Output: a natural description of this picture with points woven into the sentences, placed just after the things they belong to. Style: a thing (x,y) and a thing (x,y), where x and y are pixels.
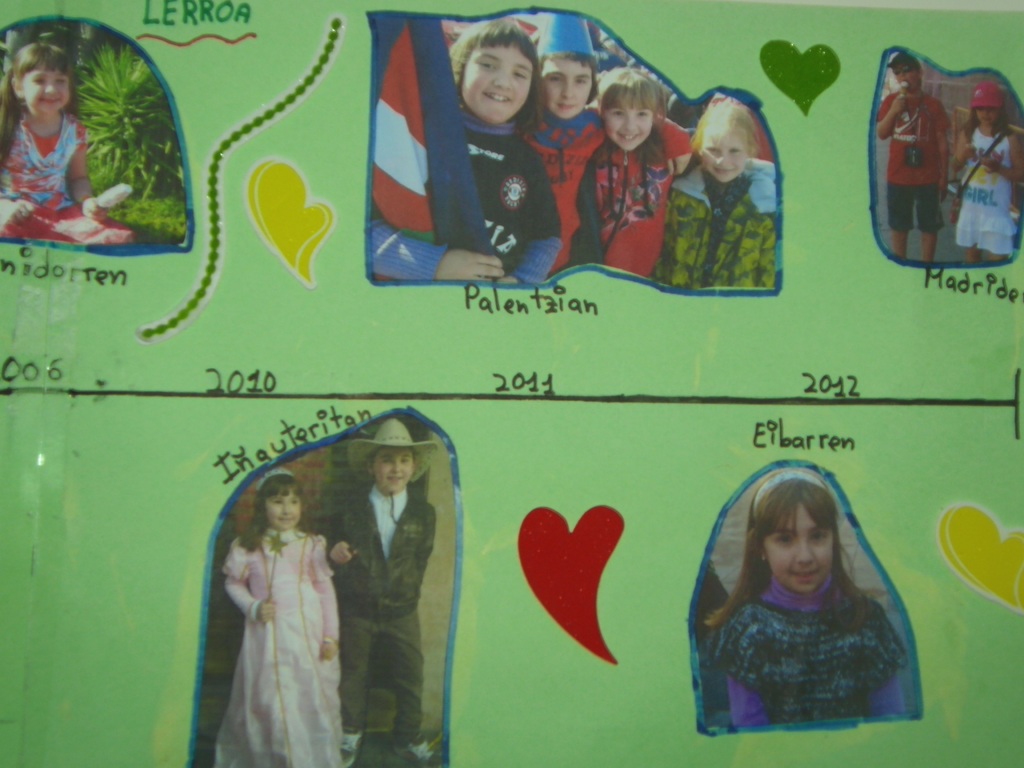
In this picture, we see a green color wall (15,547) on which photos (117,167) of children (486,189) are placed. We even see some hearts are posted, We see some text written on the wall (488,465).
